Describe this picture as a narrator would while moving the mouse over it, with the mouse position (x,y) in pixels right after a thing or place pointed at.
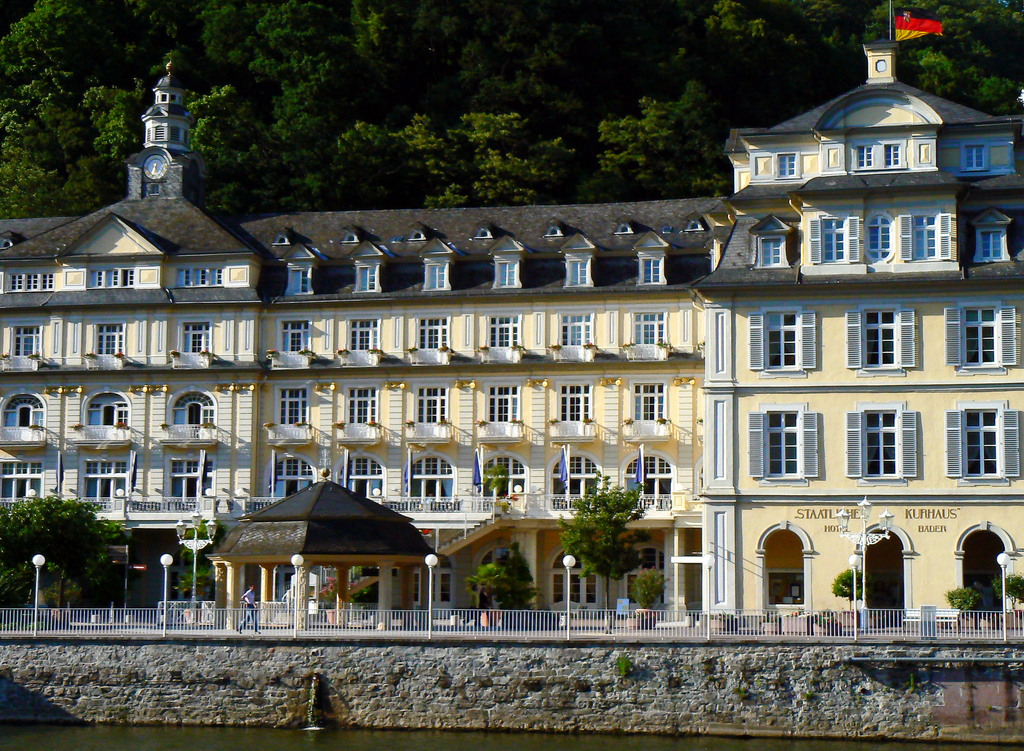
This image is taken outdoors. In the background (466,120) there are many trees (613,122). At the bottom of the image (304,730) there is a river (673,744) with water (411,737). In the middle of the image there is a railing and there are a few street lights (165,606), trees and plants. There is a building (386,461) with walls (319,460), windows (172,486), grills (159,502), balconies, doors (577,588) and a roof (762,229).
